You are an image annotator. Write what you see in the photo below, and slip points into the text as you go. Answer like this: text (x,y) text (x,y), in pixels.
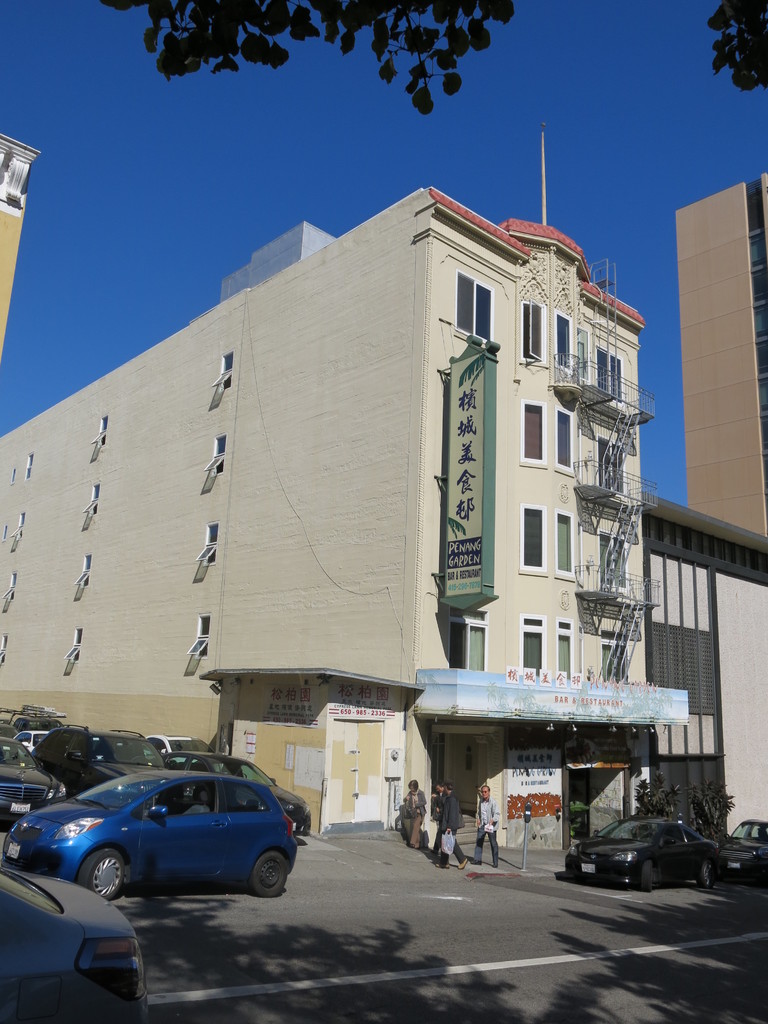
In this image, we can see buildings (377,619), walls (269,548), windows (471,312), stairs (579,493), hoardings (658,721), posters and plants (644,808). At the bottom of the image (560,962), we can see few vehicles (26,973), road (526,950) and people (413,830). Background (317,156) there is a sky (249,242). Here we can see a pole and tree leaves (742,65).
